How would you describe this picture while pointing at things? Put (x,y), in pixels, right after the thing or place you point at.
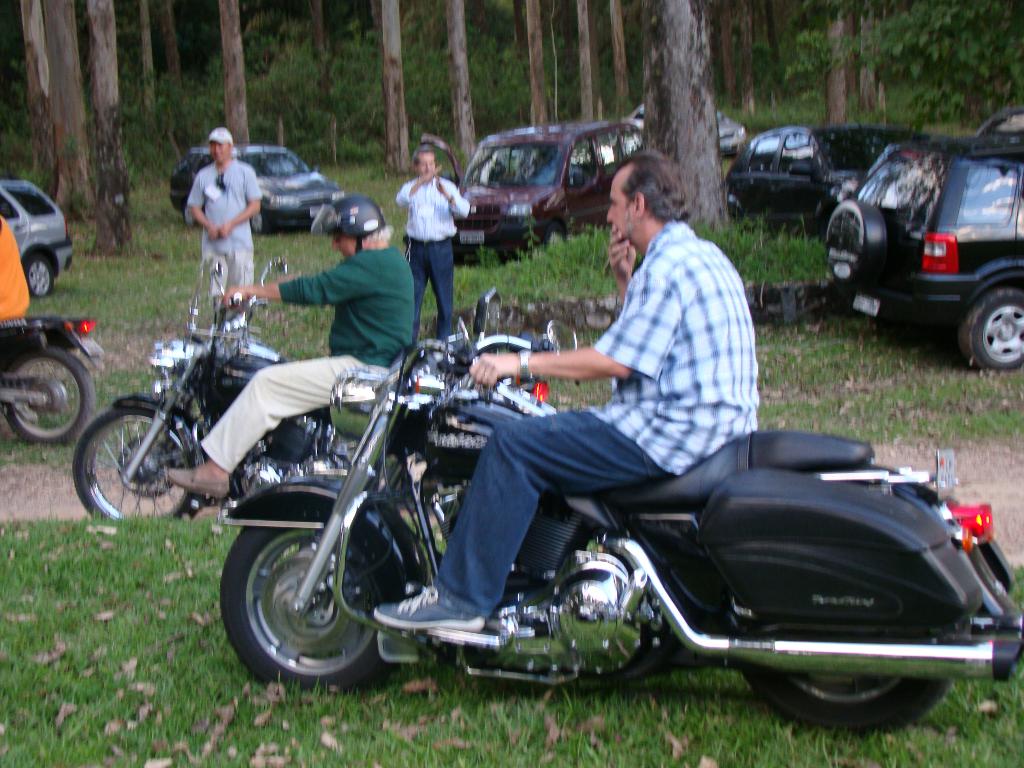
There are three persons (353,361) sitting on a bike (467,388) and there are two other persons (413,202) standing beside them and there are trees (243,137) and cars (795,150) in the background (604,114).
